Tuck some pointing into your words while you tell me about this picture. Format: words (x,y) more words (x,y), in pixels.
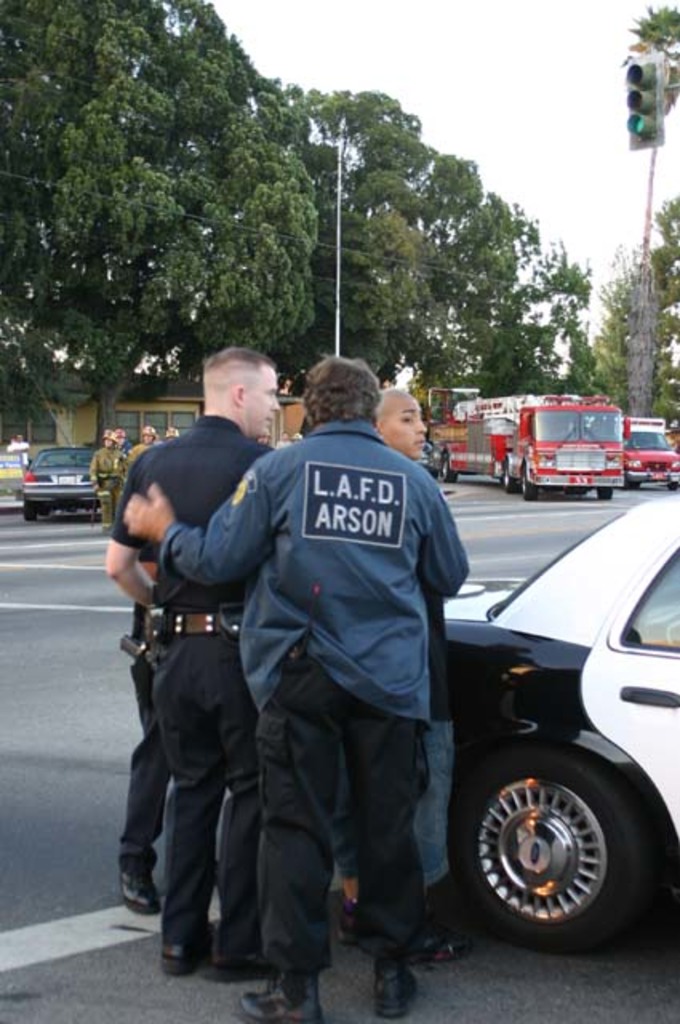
In this picture I can see few (251,556) are standing and few vehicles (458,469) on the road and I can see a building (86,444), trees (324,224), a traffic signal light (646,118) and a pole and I can see a cloudy sky (487,108).
